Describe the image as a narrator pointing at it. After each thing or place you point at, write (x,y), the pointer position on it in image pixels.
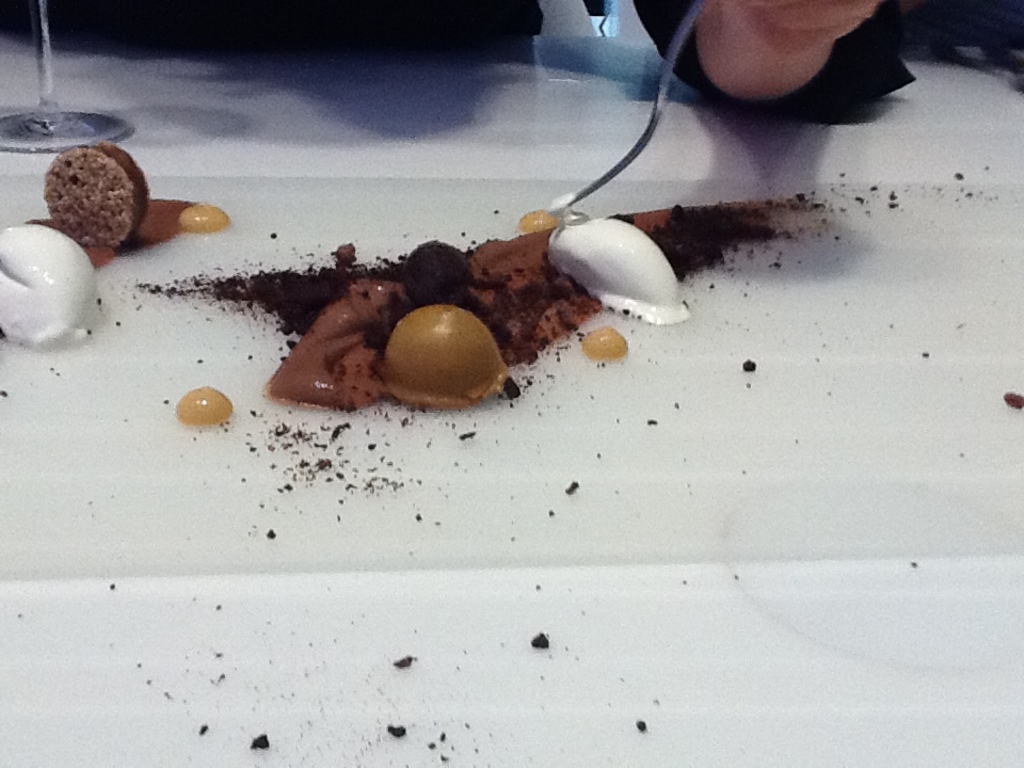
In this image I can see food items (314,336) on a white color surface (650,541). Here I can see a person's hand (713,60).
